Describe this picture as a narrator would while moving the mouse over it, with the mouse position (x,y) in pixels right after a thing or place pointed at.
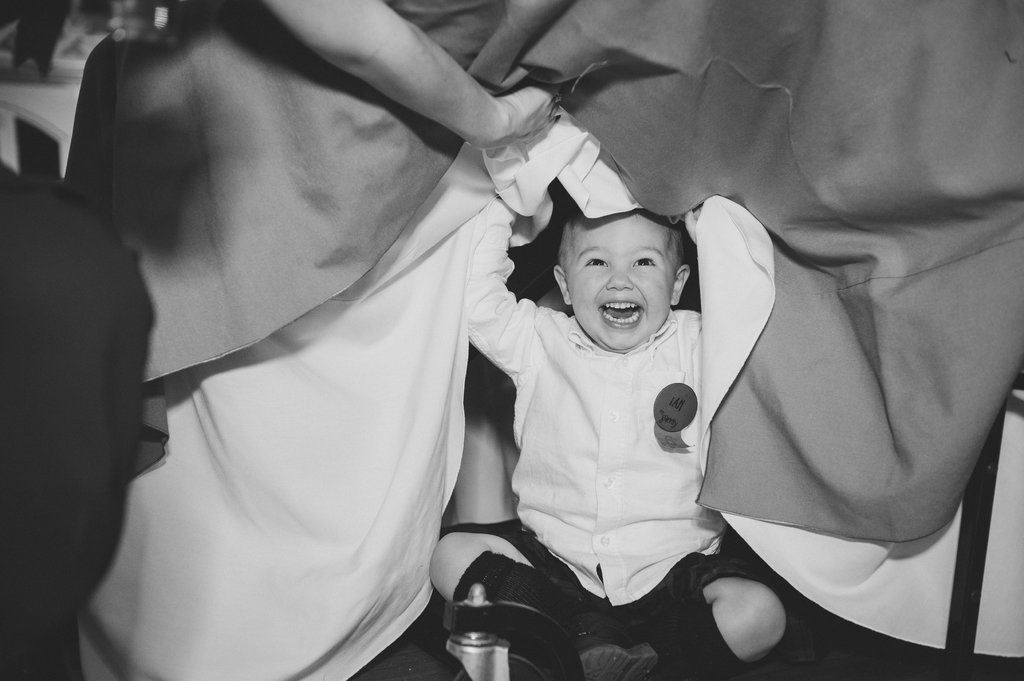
In the given picture, We can see a child (486,254) sitting and laughing holding a blankets (606,134) after that i can see a metal object (480,631) next a person's hand (511,121) is available and holding a blanket (561,98).
